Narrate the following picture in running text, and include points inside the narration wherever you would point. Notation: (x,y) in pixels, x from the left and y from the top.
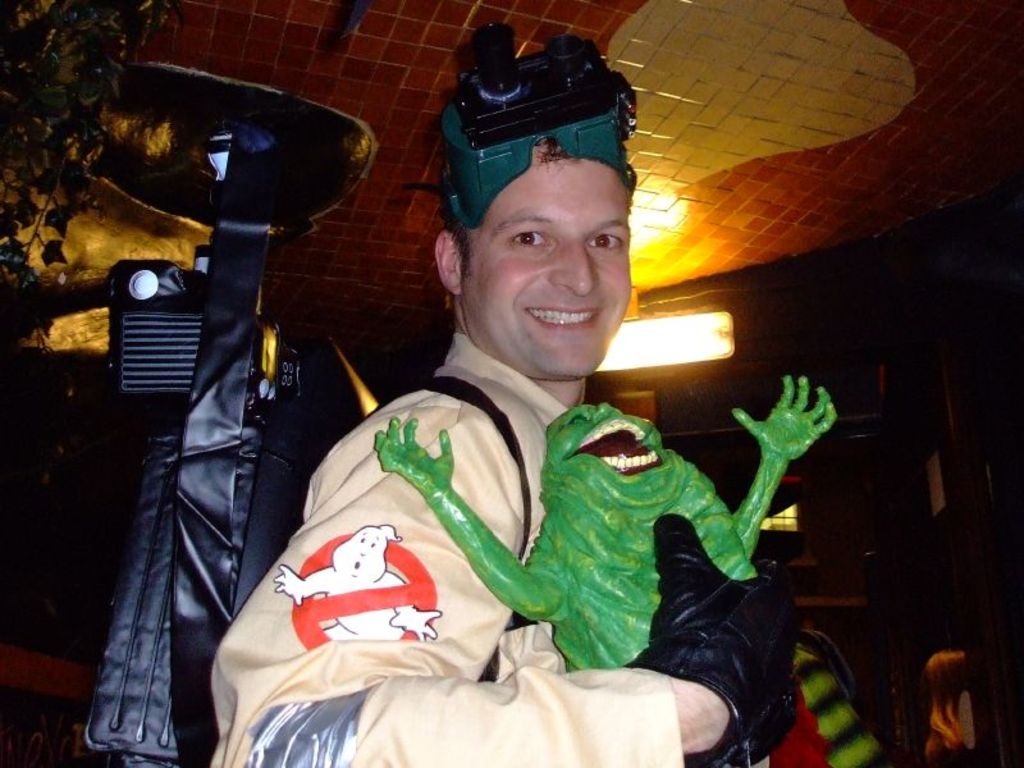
In this image I can see a man (465,487), I can see he is wearing cream colour dress (403,658), black glove (674,650), a green colour thing (521,161) on his head (479,285) and I can see smile on his face (557,360). I can also see he is holding a green colour thing (597,518). In the background (128,477) I can see a plant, a light (638,333), few other stuffs (132,702) and I can see this image is little bit in dark from background (898,755).
